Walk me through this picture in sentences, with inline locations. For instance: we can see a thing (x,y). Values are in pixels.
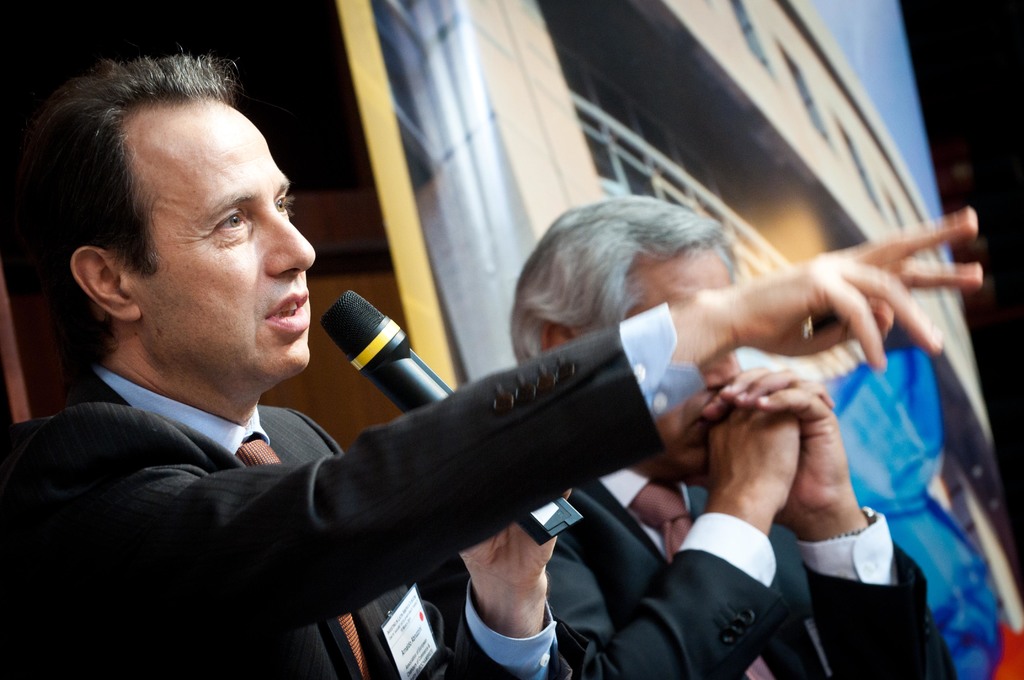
There are two people (507,442). They are wearing a black suits (608,386). They both are wearing a tie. They both are wearing a id card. On the left side (314,561) we have a person (557,369). He is Holding a mic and he is talking. We can see in background (698,184) buildings (499,356) and poster (770,226).
